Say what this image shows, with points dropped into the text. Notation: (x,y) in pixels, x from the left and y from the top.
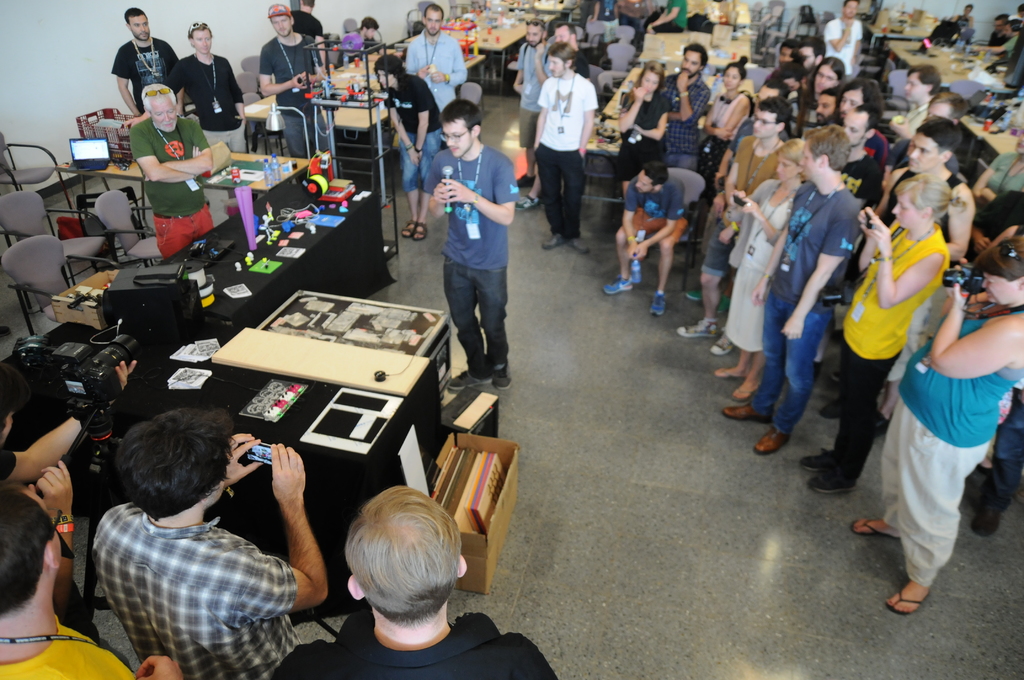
As we can see in the image there is a white color wall (35,92), many people (176,164) standing and there are chairs (24,201) and tables (38,419).
